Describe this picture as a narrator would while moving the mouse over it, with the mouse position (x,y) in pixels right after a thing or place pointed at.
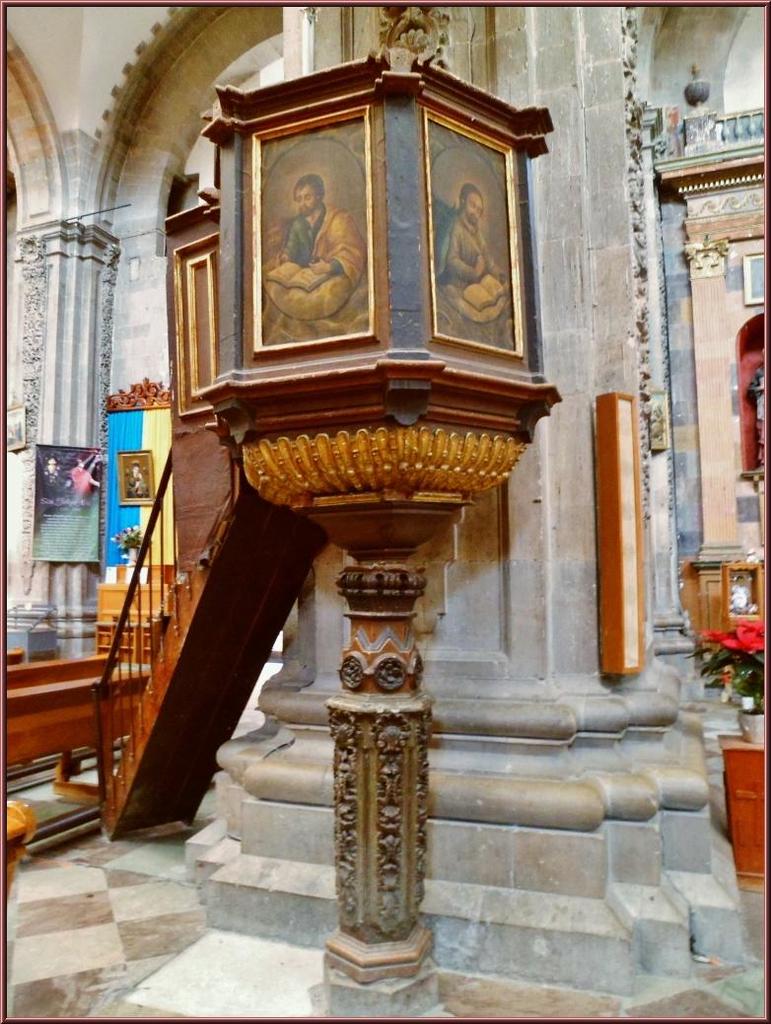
In this image we can see some stairs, paintings (348,315) attached to the wooden block (284,382) and in the background of the image (46,355) there is pillar (638,386), wall (750,455), flower vase (757,687), statue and some paintings (49,450) attached to the wall (108,202).
